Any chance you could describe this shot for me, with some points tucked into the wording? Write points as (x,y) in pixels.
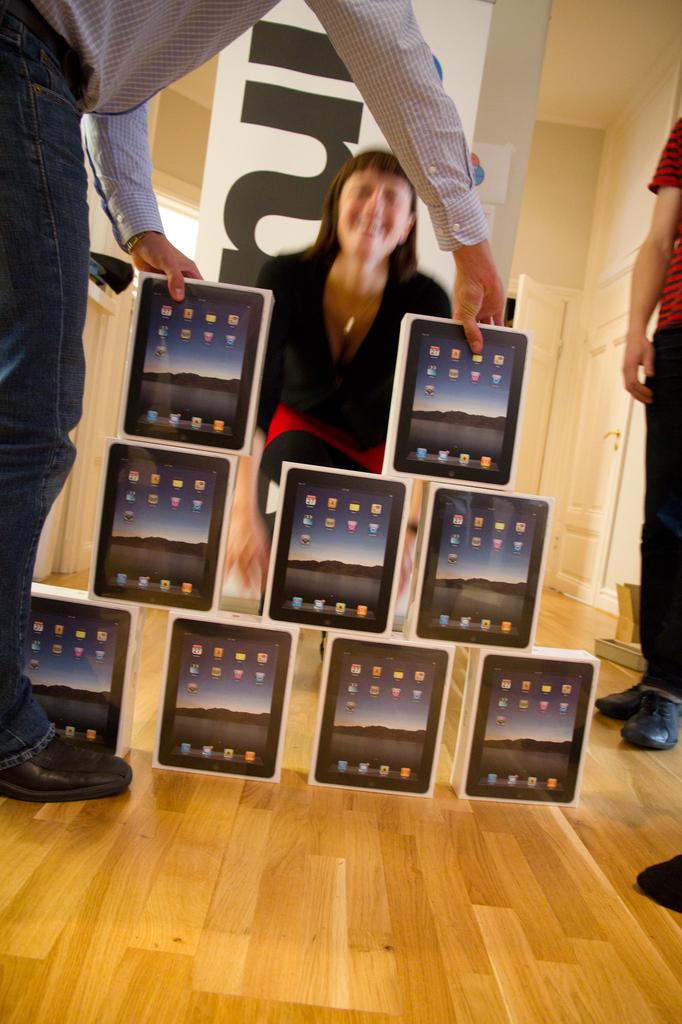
In this image we can see some boxes (327,497) which are placed one on the other. On the left side (39,413) we can see a person (55,376) holding two boxes (175,405). On the backside (324,350) we can see a woman (392,216). We can also see a door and a wall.
